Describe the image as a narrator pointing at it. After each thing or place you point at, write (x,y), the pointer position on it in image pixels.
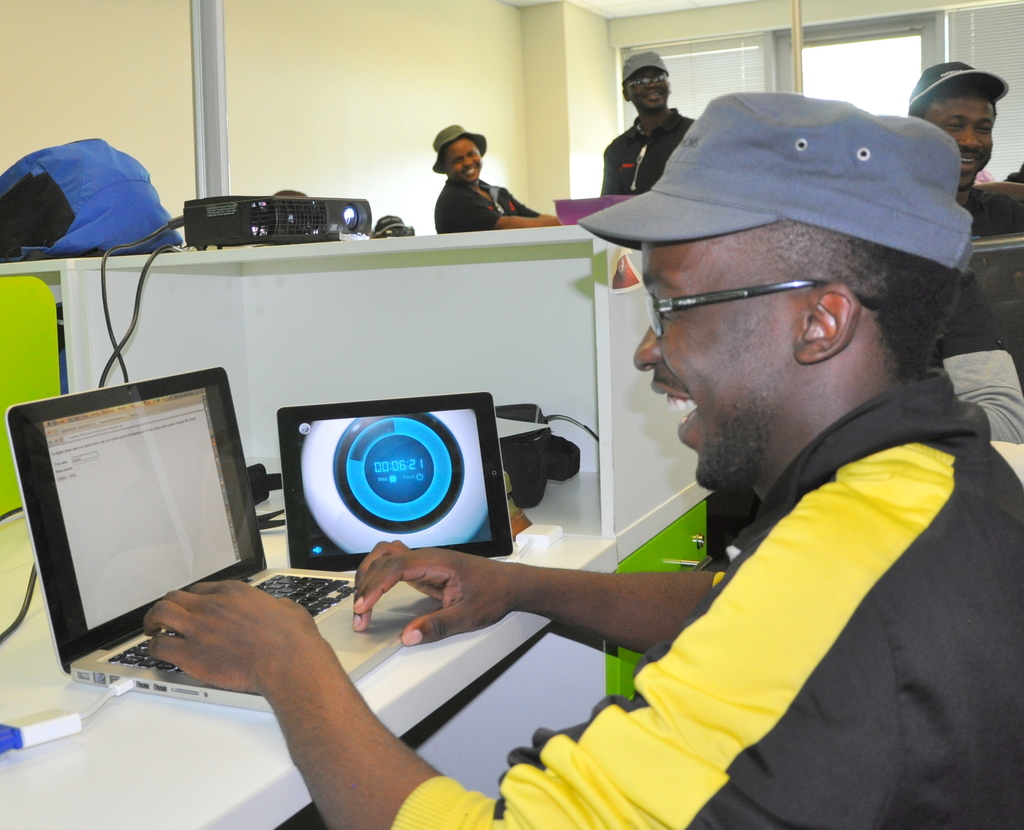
In this image we can see group of persons (771,291), there a man (763,248) is sitting, and smiling, in front there is a laptop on the table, there are persons (660,144) standing, there is a glass window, there is a wall (383,140).
